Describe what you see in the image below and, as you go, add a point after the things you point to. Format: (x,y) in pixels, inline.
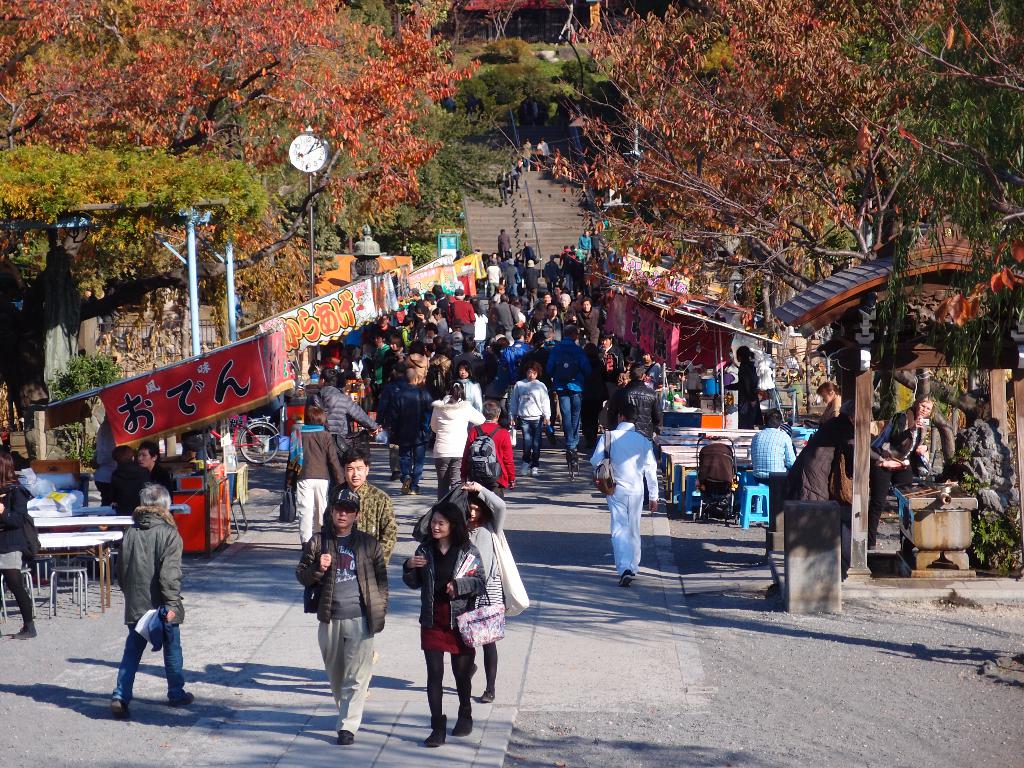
In this picture I can observe some people (332,534) walking in this path (371,702). There are men (344,537) and women (461,473) in this picture. On either sides of this path (383,466) I can observe stalls (249,365). In the background (219,166) there are trees (805,192).
